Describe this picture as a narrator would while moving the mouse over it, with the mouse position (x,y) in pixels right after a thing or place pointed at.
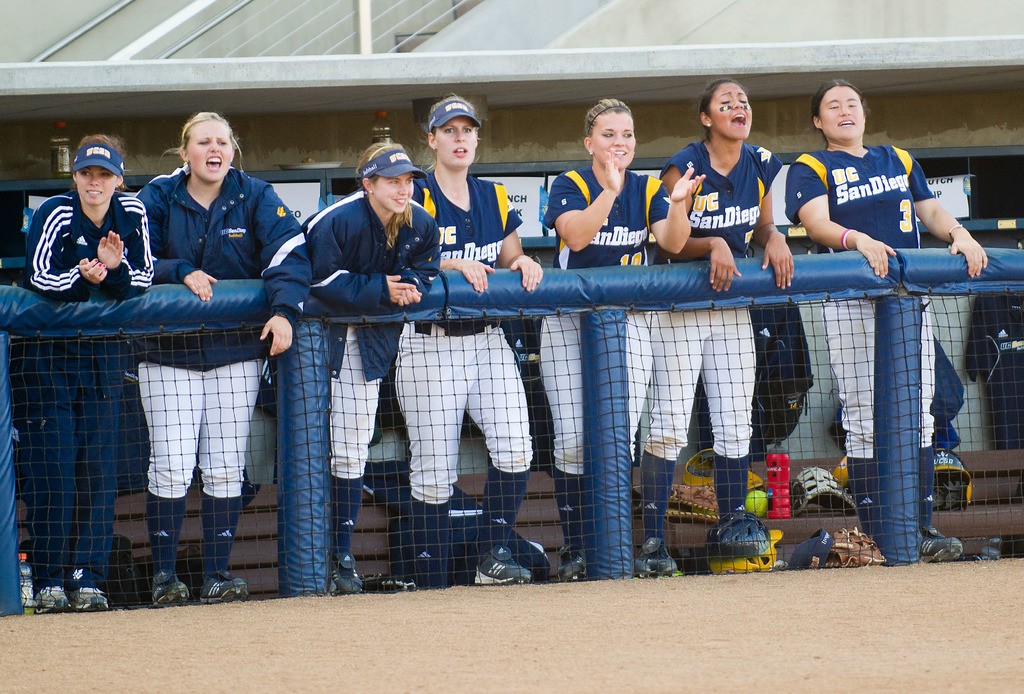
These people (459,247) are standing, in front of these people (470,203) we can see net (524,323) and we can see helmets (726,523) on surface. Background (533,125) we can see wall (515,125).
